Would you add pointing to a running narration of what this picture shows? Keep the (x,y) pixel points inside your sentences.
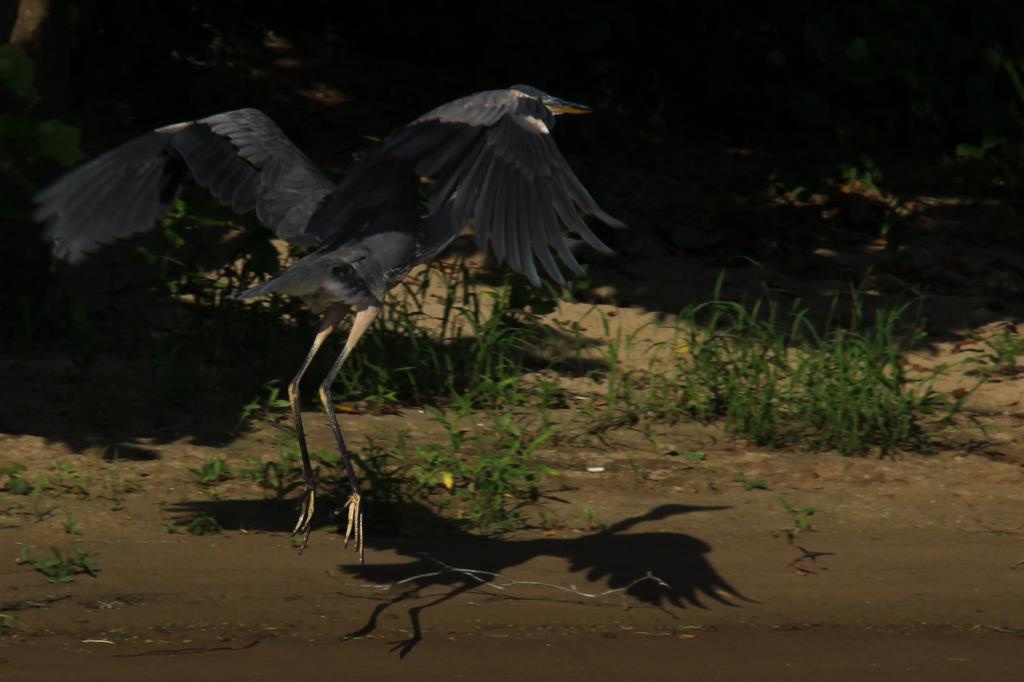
In the image there is a bird (378,246) flying in the air and behind there are plants (724,335) and grass (412,316) on the land (134,491).
